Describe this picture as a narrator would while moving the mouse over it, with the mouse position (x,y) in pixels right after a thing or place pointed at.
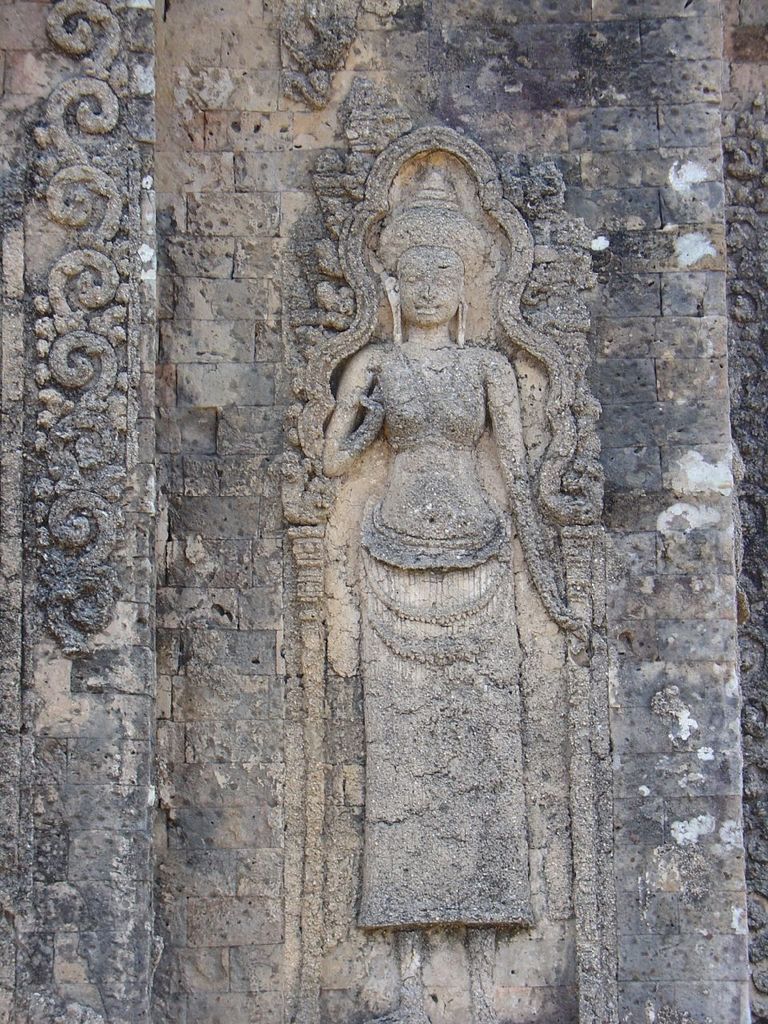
In this image we can see carvings (308,427) on the wall (190,520).
